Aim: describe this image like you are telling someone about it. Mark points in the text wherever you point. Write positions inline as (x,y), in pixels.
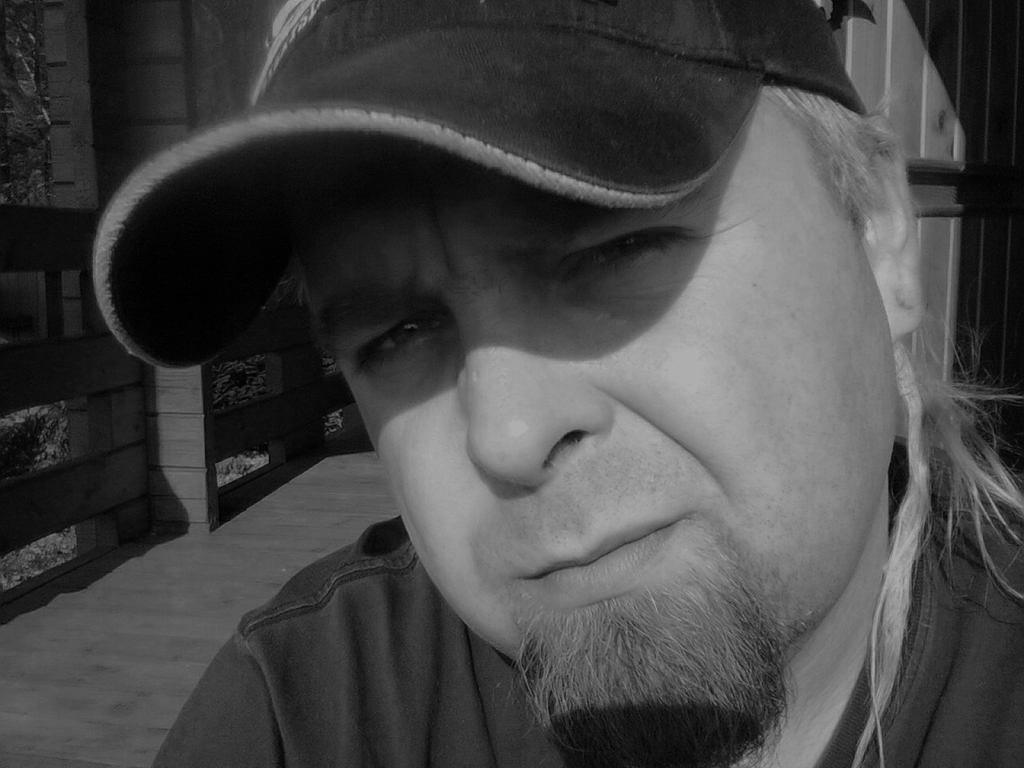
In the picture we can see person (685,644) wearing cap (230,258) posing for a photograph and in the background (60,430) there is wall (159,138), there are trees (1,61).
